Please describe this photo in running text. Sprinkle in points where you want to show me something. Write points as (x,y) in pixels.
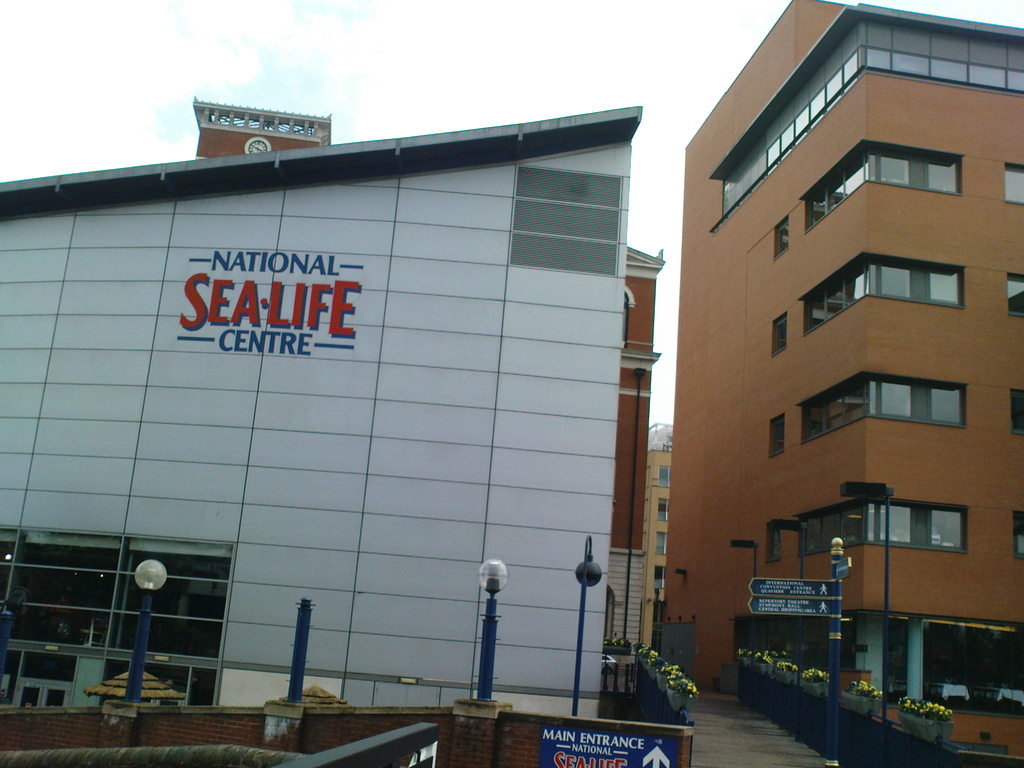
In this image we can see buildings (576,529), on the building (271,343) we can see some text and there are some poles (752,628), lights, potted plants (690,694), boards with some text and images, flowers (937,716) and the wall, in the background (508,65) we can see the sky (623,99).
